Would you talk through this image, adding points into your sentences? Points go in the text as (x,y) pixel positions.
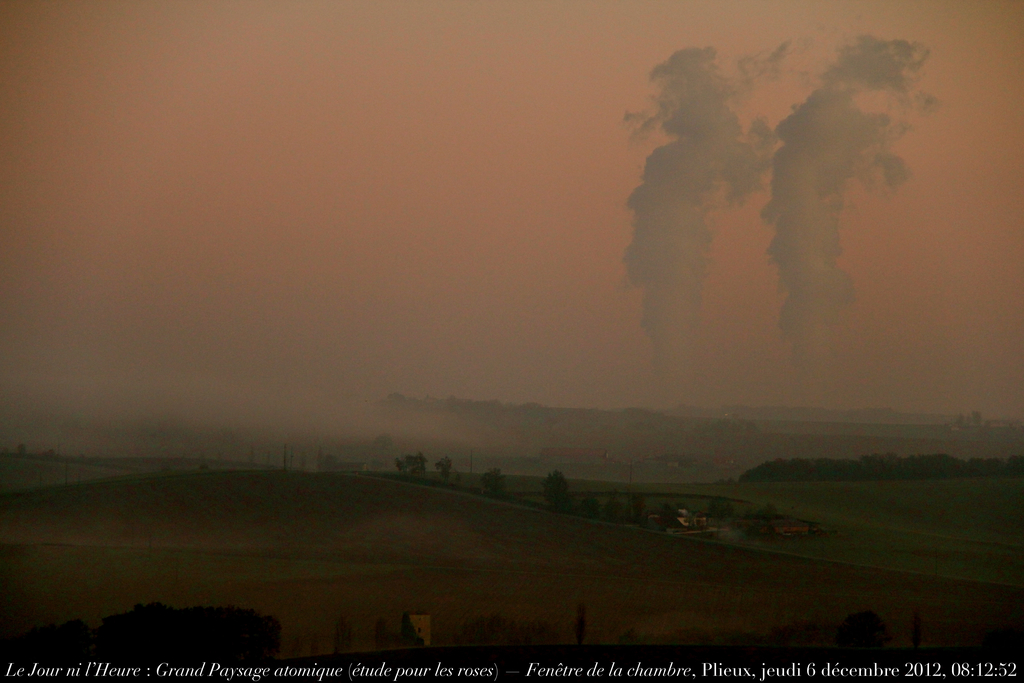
This is a sky (579,176).
